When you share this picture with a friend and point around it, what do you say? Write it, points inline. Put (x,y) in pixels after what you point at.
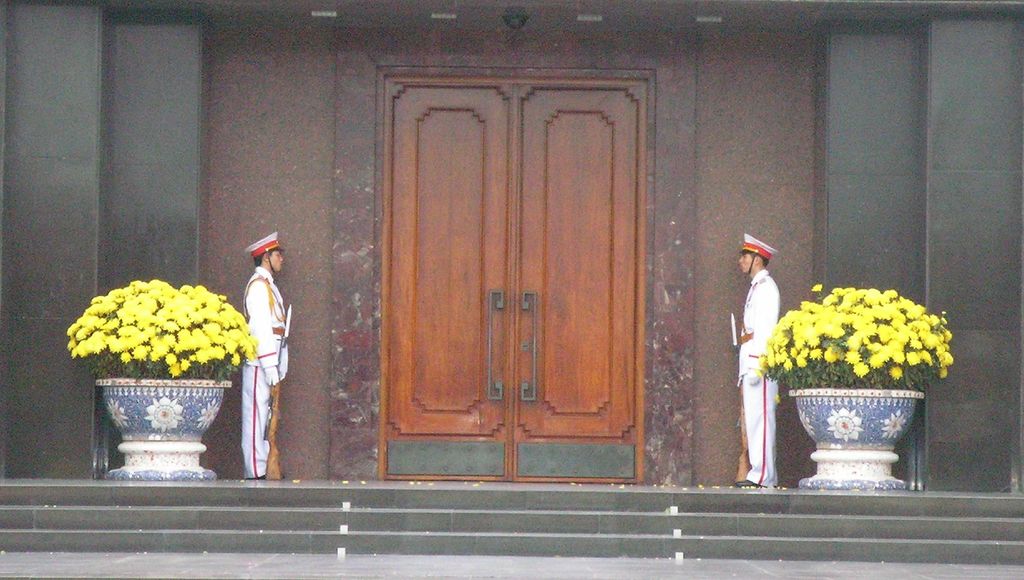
At the bottom of the image (465,527) there are steps (717,551). On the floor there are two men (276,240) with white dresses (759,290), caps (262,243) on their heads (746,272) and guns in their hands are standing. Behind them there are two flower pots (831,431) with plants (907,388) and yellow flowers (836,327). Behind those men (763,312) there is a wall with door (515,414) and also there are black colored pillars (157,133).
